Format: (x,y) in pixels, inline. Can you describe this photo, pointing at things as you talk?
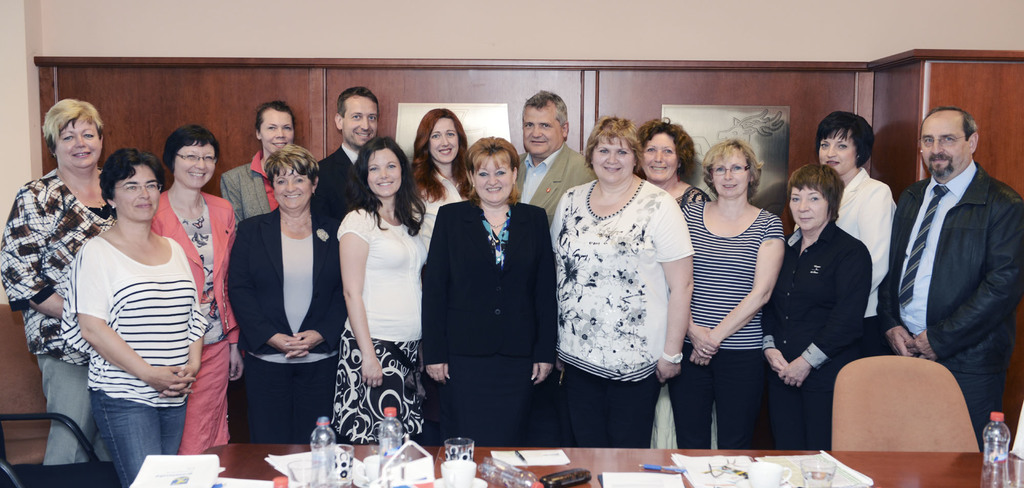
This picture shows a few people (657,176) standing with a smile (294,194) on their faces (934,149) and we see a table (361,455) with water bottles (319,486) and cups (473,460) and few papers (703,467) and a tray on it and we see couple of chairs (955,429) and a photo frame (722,124) on the wall (643,112). We see couple of them wore spectacles (206,161) on their faces (929,137).
